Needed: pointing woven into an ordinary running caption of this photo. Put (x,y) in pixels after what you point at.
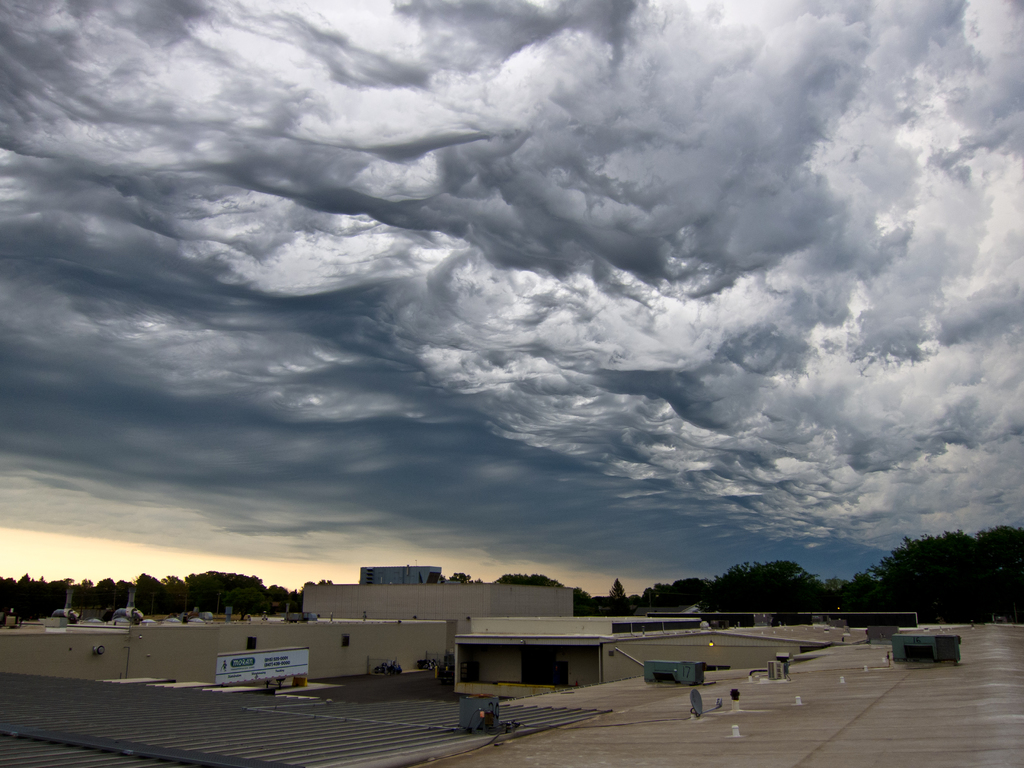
In this image, we can see buildings (464,659) and trees (220,601). There are clouds (505,279) in the sky (350,453).
